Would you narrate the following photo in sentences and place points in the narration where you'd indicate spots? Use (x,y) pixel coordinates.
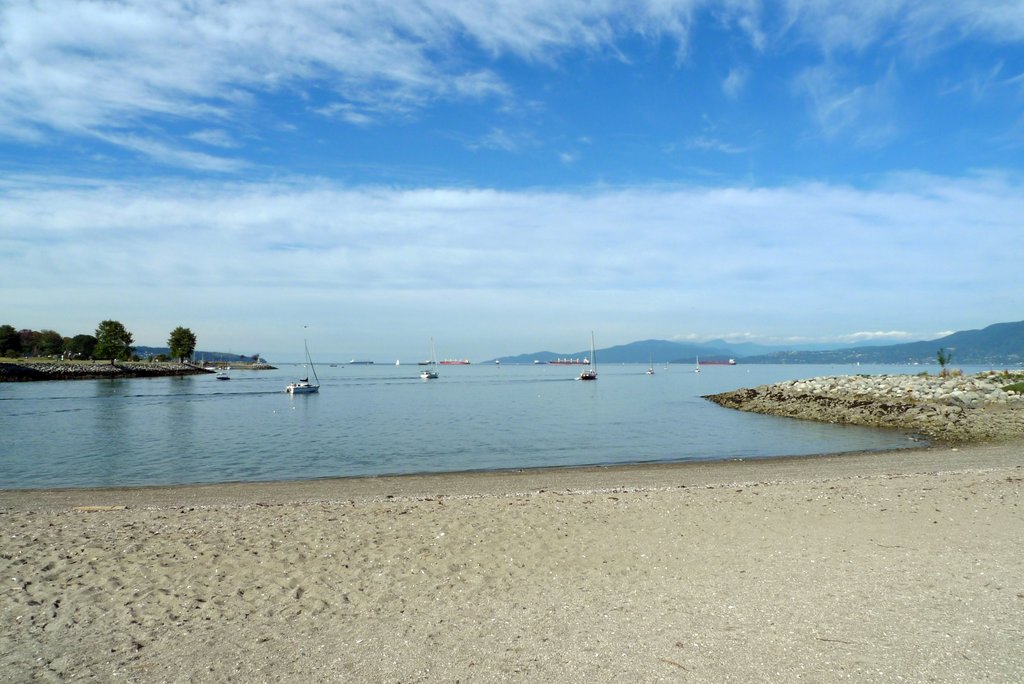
In this image I can see the sand (426,601). I can see the boats (294,388) on the water (576,399). In the background (116,356), I can see the trees (129,342). At the top (506,139) I can see the clouds (414,64) in the sky (411,121).
